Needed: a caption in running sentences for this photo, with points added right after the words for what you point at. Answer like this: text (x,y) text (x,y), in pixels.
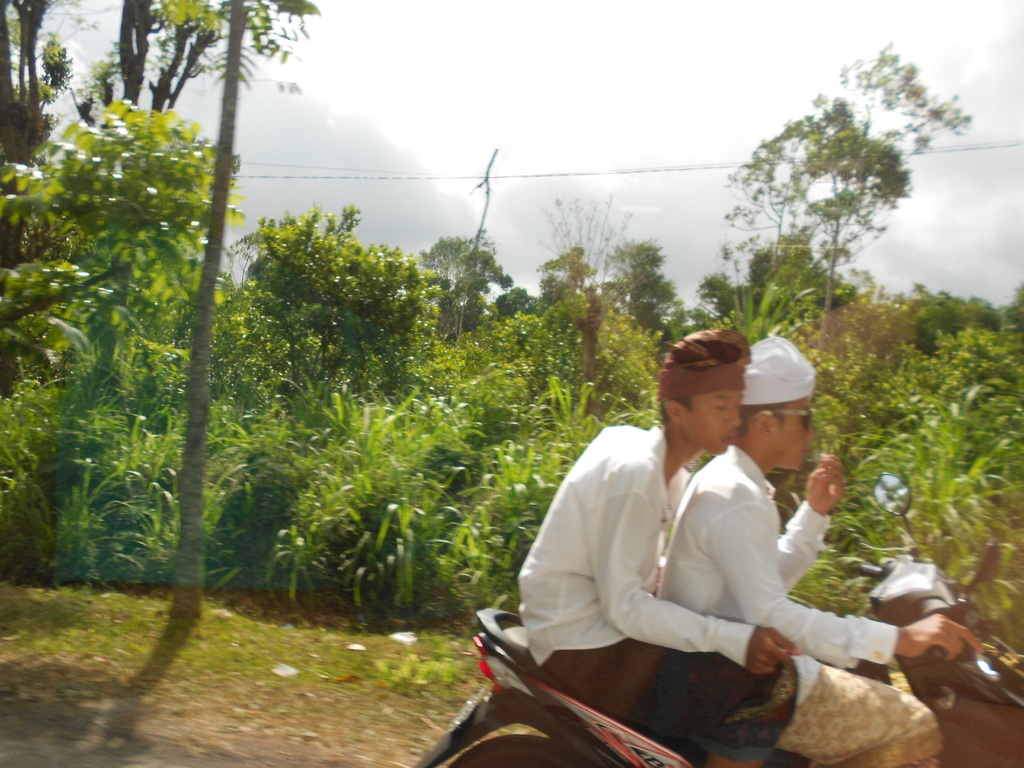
In the image we can see there are two men (941,626) sitting on the scooty (978,658) and behind there are plants (595,395) and trees (294,340).
